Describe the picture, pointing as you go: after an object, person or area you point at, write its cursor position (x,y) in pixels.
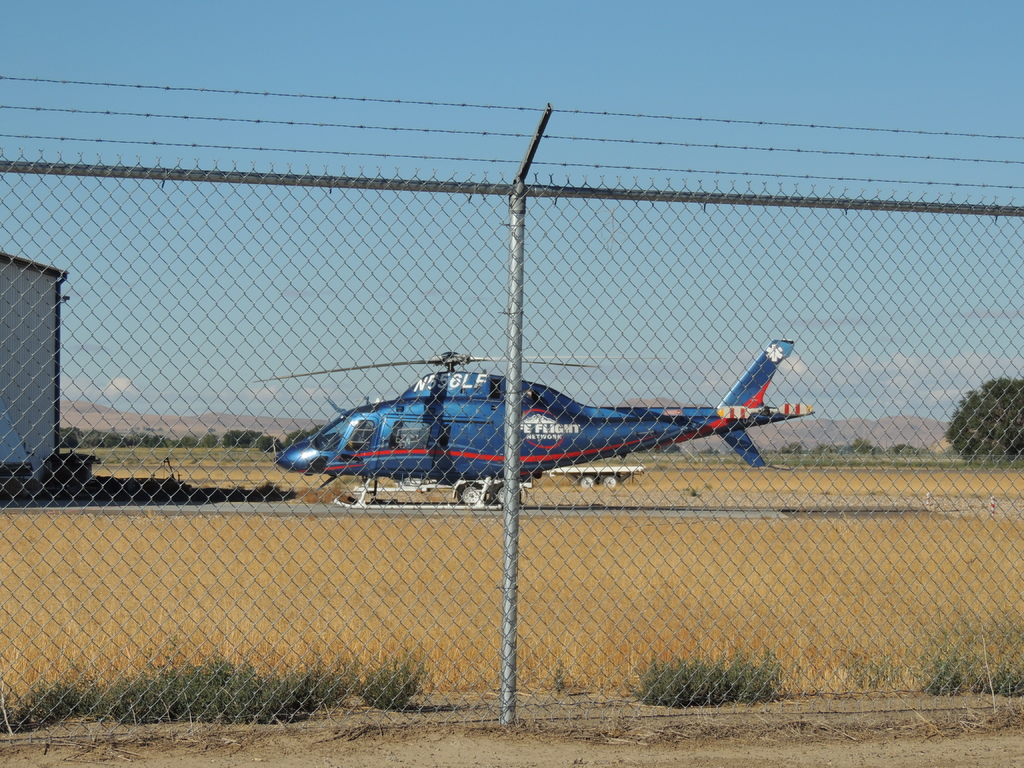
In the center of the image (534,412) we can see a helicopter (485,484) on the runway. At the bottom (339,615) there is grass (644,631). We can see a mesh (692,642) and a pole (507,487). In the background (289,345) there is a shed (35,298), trees (1002,448), hills (222,428) and sky (353,194). We can see wires (666,170).
